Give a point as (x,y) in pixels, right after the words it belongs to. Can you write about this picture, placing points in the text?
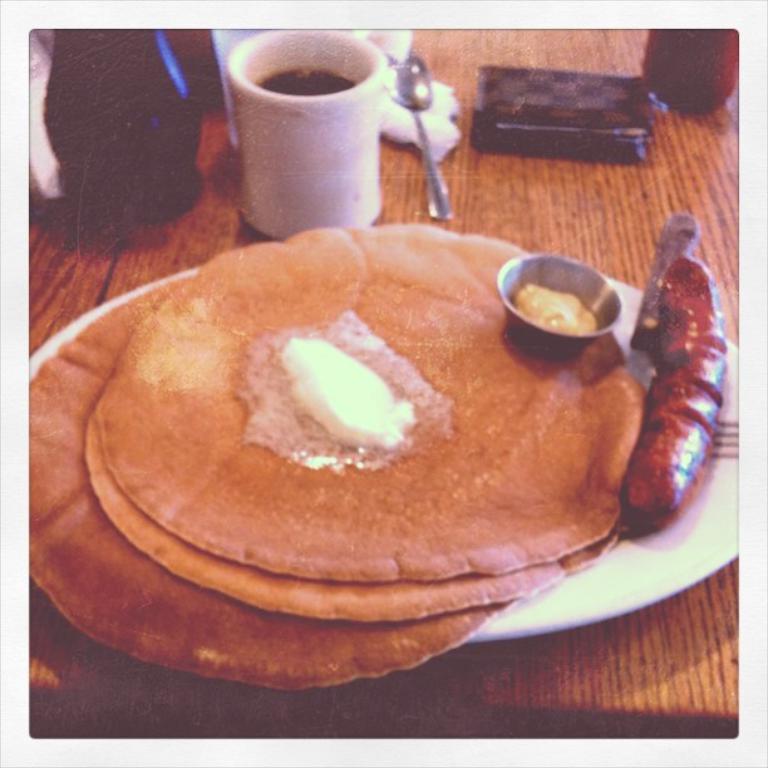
In this picture I can see there is some food (291,464) placed in the plate (693,545) and there is a sausage (697,461). There is a knife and a fork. There is a spoon (416,108) and there are few other objects (455,118) placed on the table (566,183).
